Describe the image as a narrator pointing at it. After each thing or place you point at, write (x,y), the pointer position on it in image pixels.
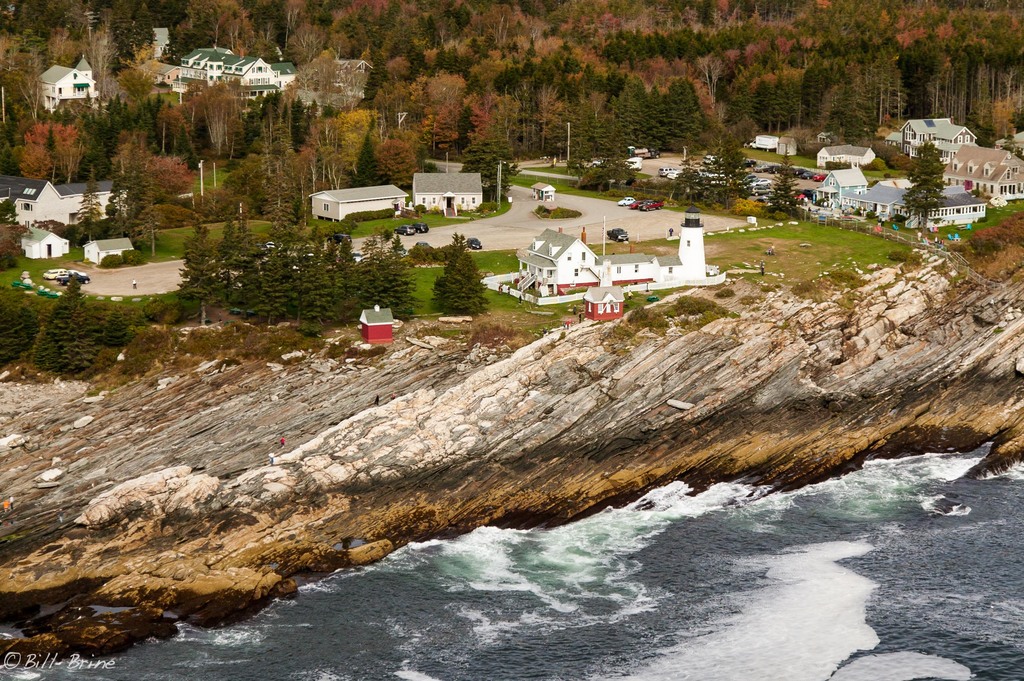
In this picture we can see water (121,656), hill (831,338), grass (373,220), houses (247,92), vehicles (635,164) on the roads (550,222), poles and trees (527,113).
